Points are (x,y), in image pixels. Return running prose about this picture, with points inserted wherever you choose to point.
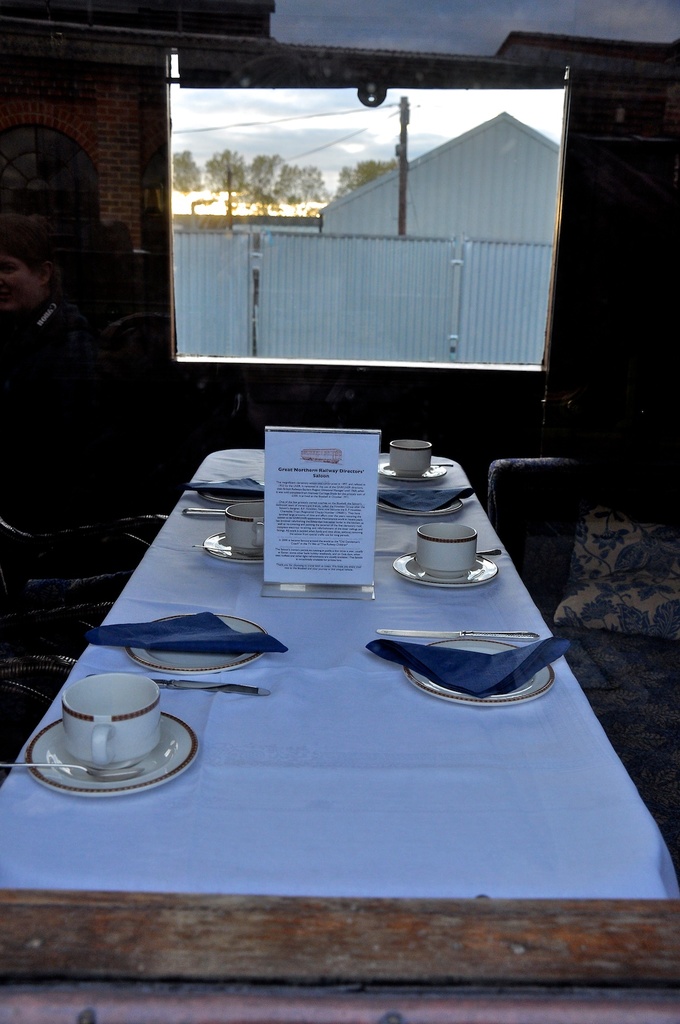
In the picture we can find a table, tablecloth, some cup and saucers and tissues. From the window (332,314) we can find houses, trees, sky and one pole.
